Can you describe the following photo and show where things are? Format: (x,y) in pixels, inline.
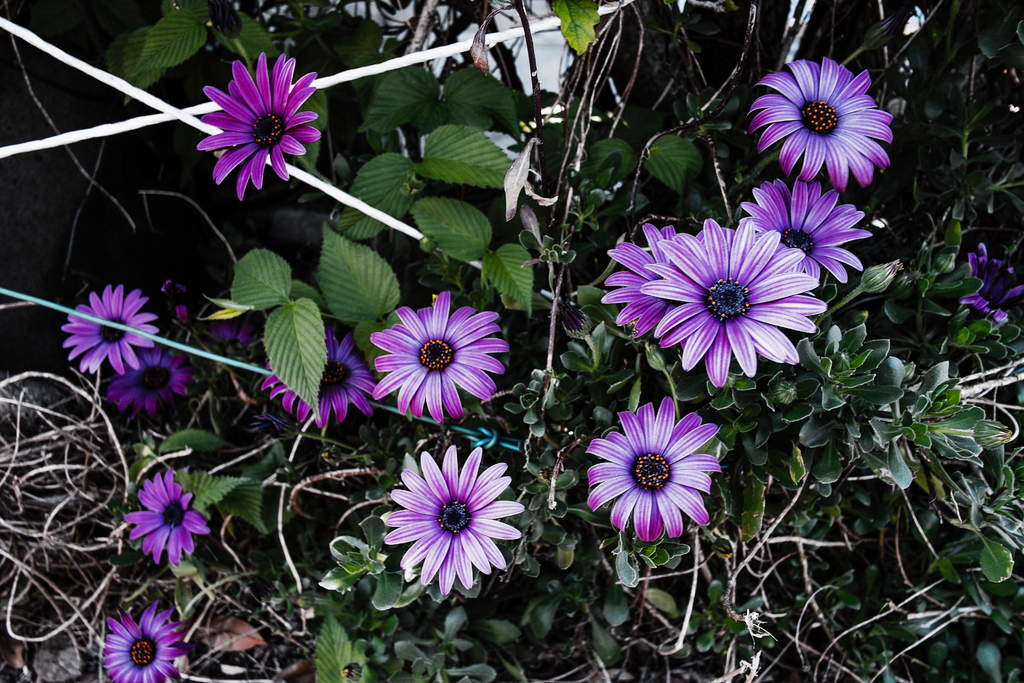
In this image I can see few flowers (677,441) in purple color and few leaves (359,543) in green color.
